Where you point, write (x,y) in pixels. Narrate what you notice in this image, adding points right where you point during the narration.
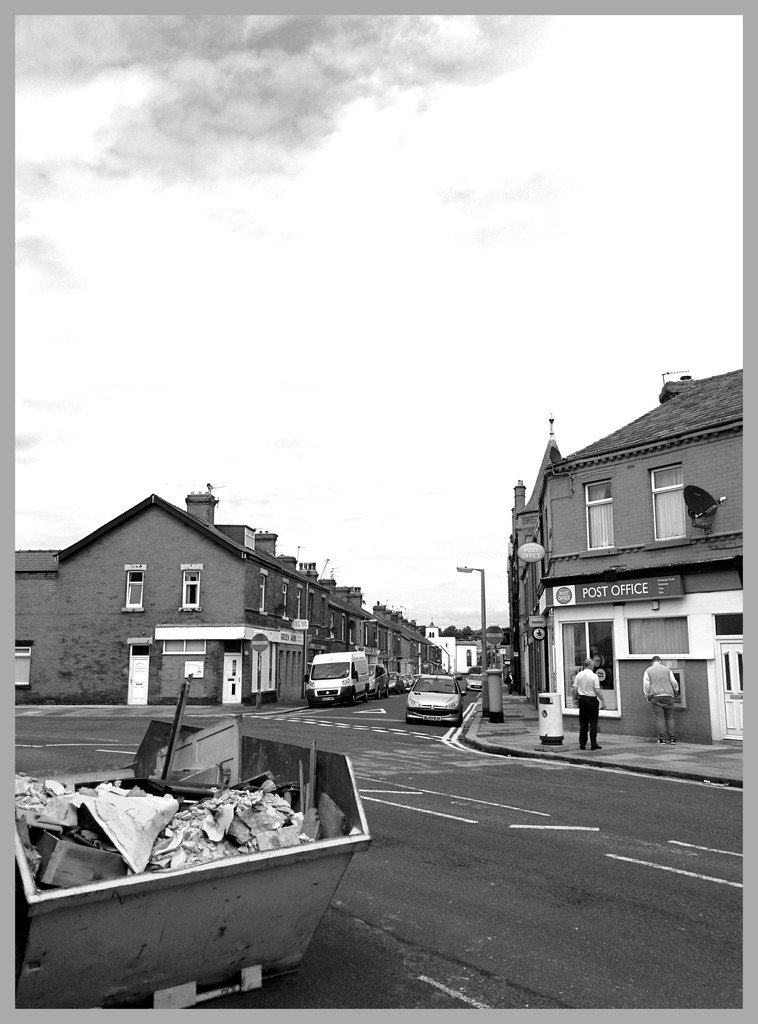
In this picture we can see a cart (344,846) with garbage (307,820) in it and in the background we can see vehicles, people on the road (392,813) and we can see buildings (403,652), sky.
